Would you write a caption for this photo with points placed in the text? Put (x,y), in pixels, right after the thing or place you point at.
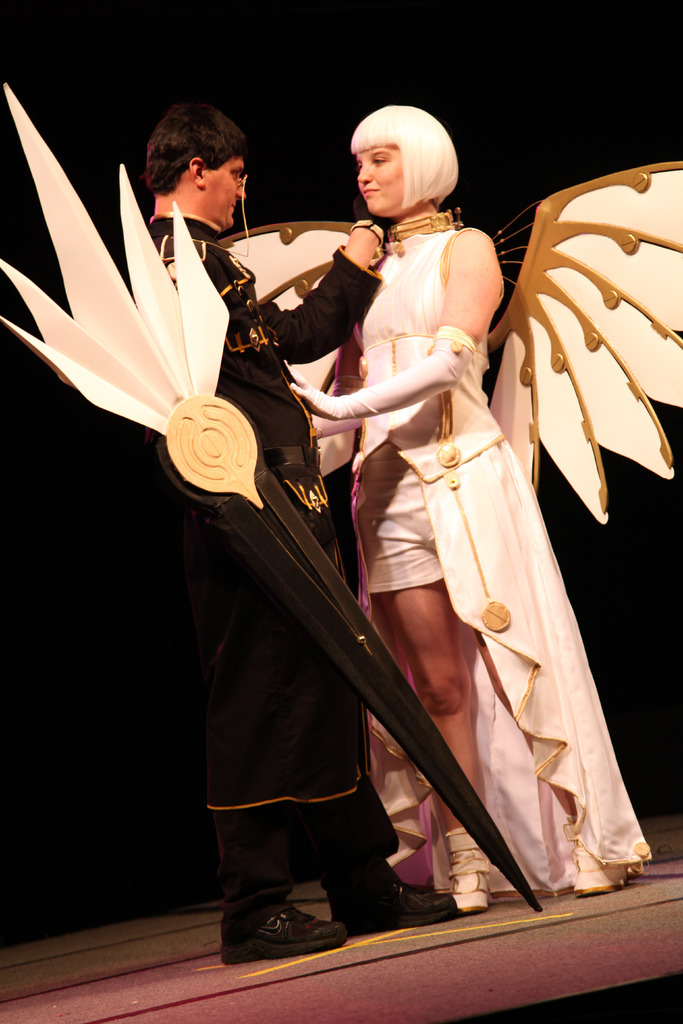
In this image, we can see persons (445,613) wearing clothes (359,712). There is an object (270,558) in the middle of the image (362,620).
